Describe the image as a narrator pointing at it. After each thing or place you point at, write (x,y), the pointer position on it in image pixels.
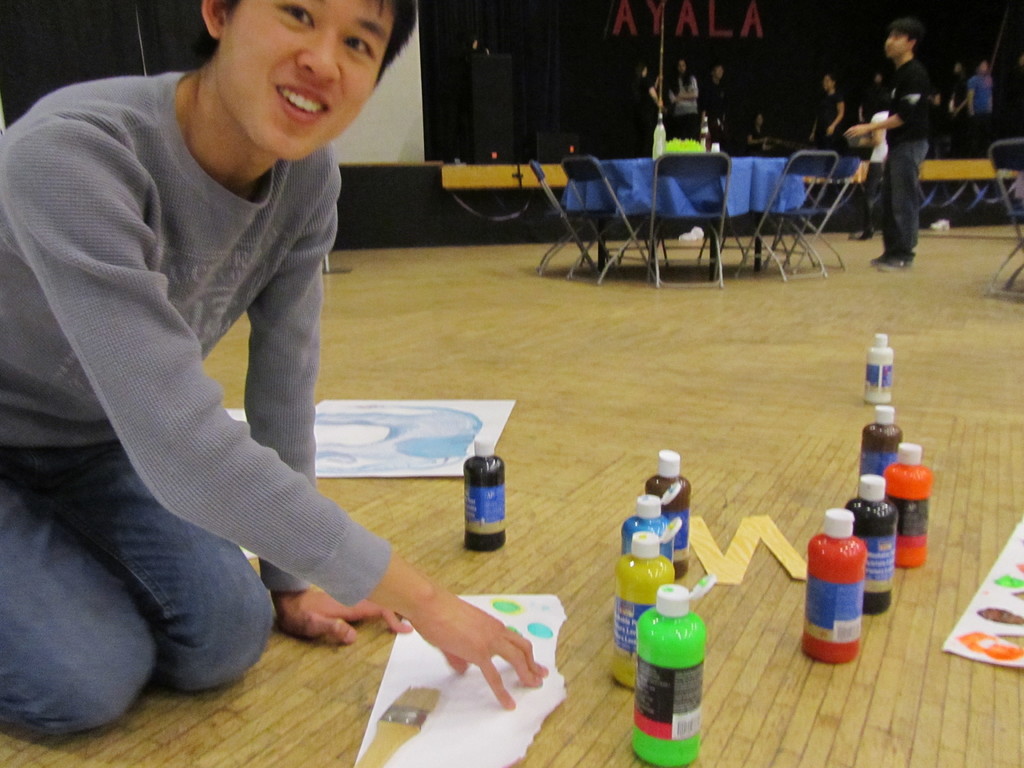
In this image we can see a person (280,515) sitting on his knees (209,609) on the floor (317,654). We can also see some papers (407,657), a brush (426,698) and some color bottles (690,660) beside him. On the backside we can see a table (671,194) with some chairs (797,227) and a person (899,243) standing beside it. We can also see a group of people (824,108) standing on the stage (606,131).
